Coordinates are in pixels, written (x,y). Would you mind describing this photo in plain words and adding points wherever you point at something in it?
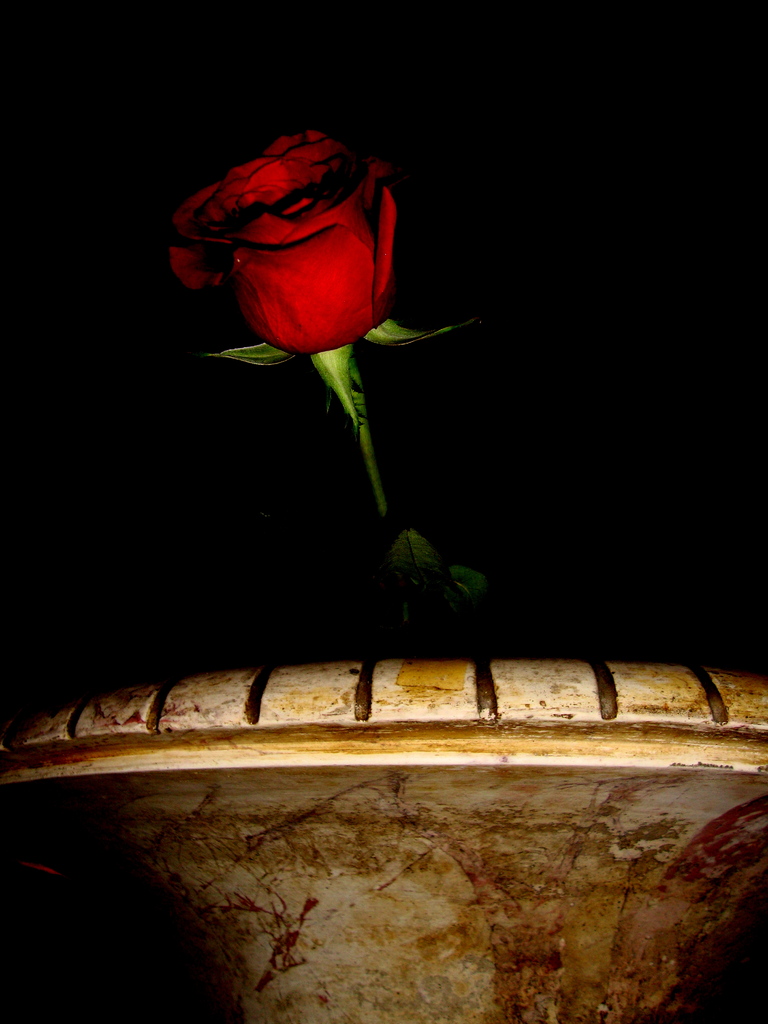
In this picture we can see the red color rose (319,334). In the front (334,777) bottom side we can see pot (421,727). Behind there is a black background (644,147).
